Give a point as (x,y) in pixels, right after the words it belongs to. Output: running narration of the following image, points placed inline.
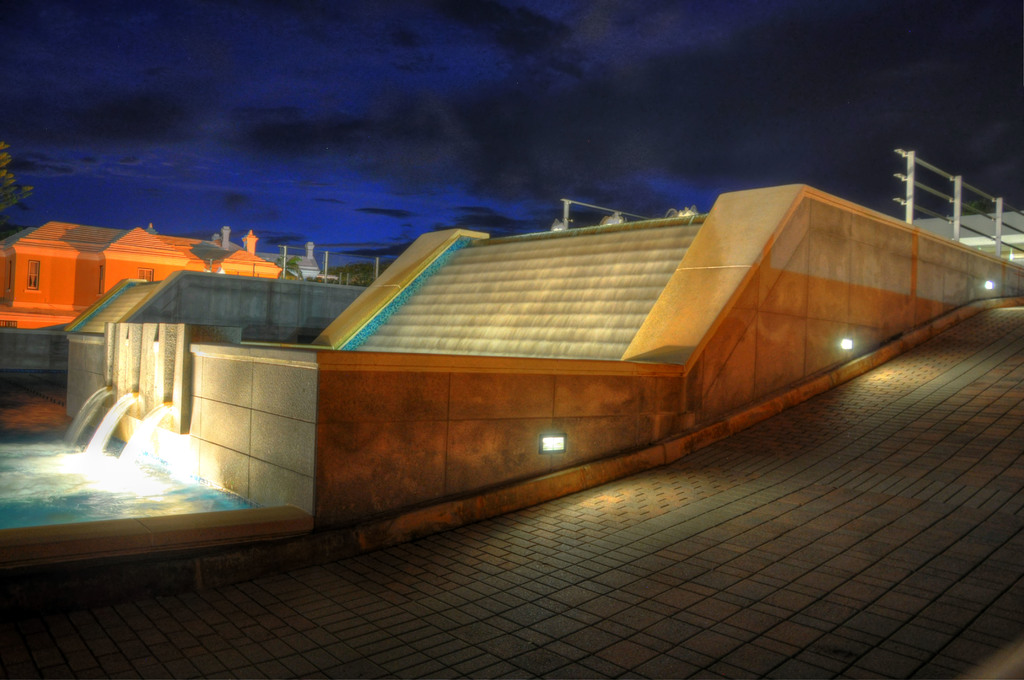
In this image we can see a few houses (120,255), there are some trees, windows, water (466,310), staircase (586,246) and the fence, in the background (476,137) we can see the sky (424,133) with clouds (423,131).
